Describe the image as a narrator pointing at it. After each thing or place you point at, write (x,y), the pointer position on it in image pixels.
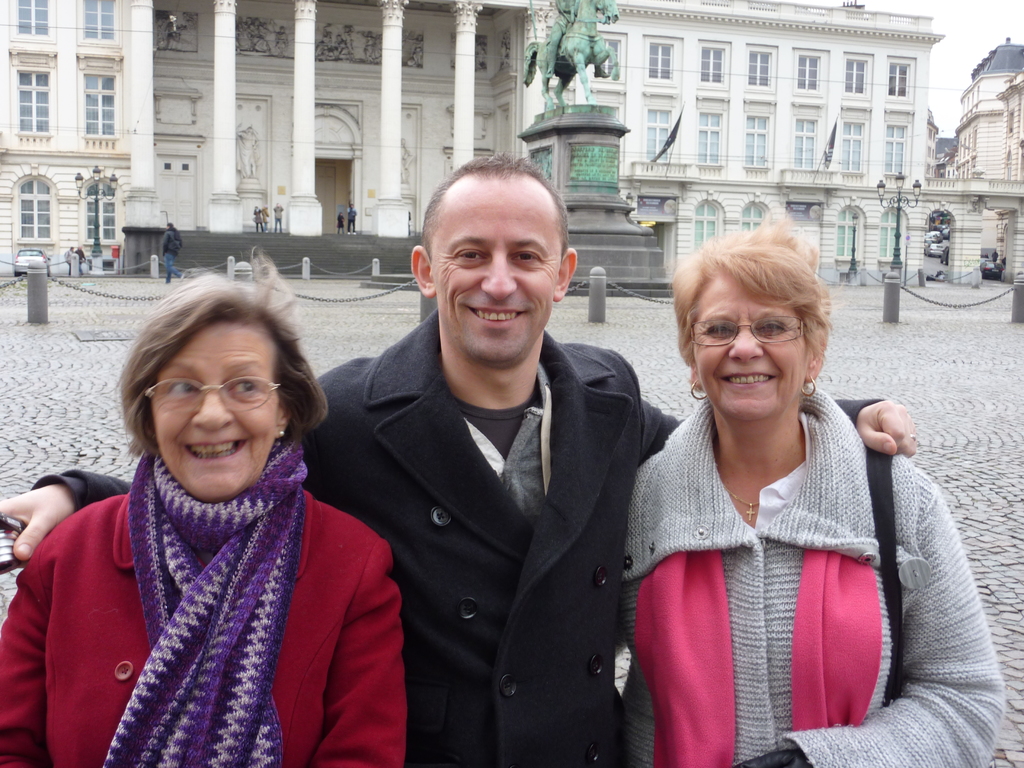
In this picture there are people (707,336) in the center of the image (495,410) and there are buildings (932,131) in the background area of the image (705,87), on which there are windows (659,127) and there are vehicles (949,230) and people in the background area of the image (177,228) and there is a statue (575,16) on a pedestal (556,128) at the top side of the image (562,65).
